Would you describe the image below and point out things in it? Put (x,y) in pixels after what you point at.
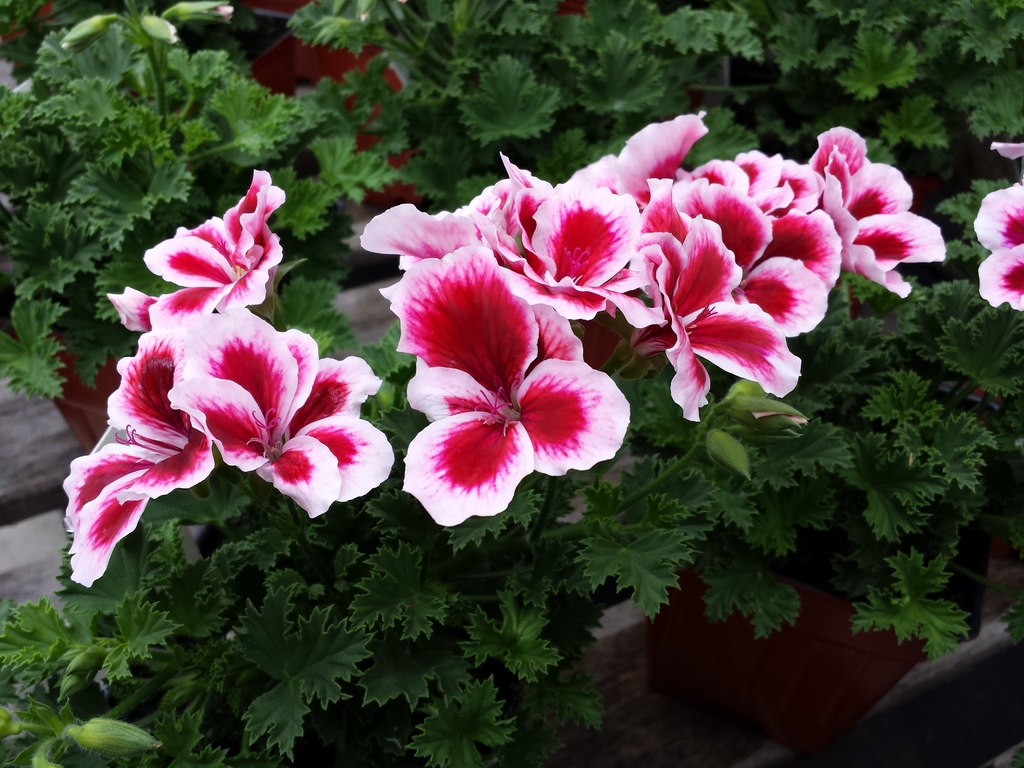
In this picture we can see house plants (395,507) with flowers (389,460) on the platforms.
